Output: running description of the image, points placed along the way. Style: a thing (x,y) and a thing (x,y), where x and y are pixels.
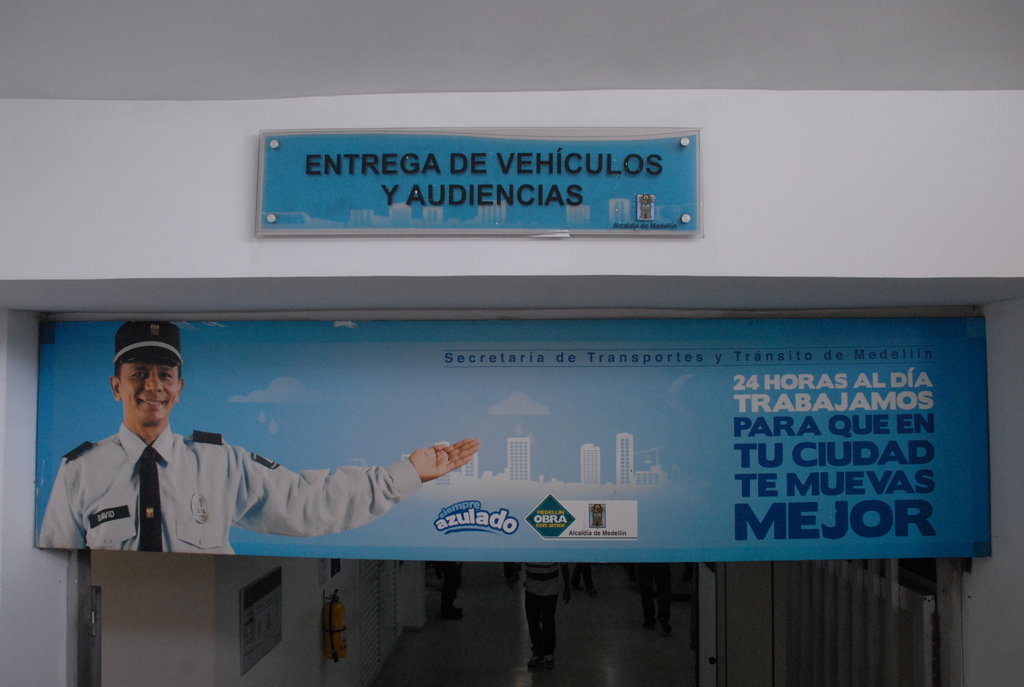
In this image in the center (591,449) there is one board (514,451), on the board (663,446) there is text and one person (224,501) and at the bottom (447,609) there are some people (544,617) and wall (122,637), posters (275,622), cylinder (337,637) and some other objects (378,637). And at the top (374,219) there is another board (428,199), on the board (399,174) there is text (551,189) and in the background (725,94) there is wall (874,216).
